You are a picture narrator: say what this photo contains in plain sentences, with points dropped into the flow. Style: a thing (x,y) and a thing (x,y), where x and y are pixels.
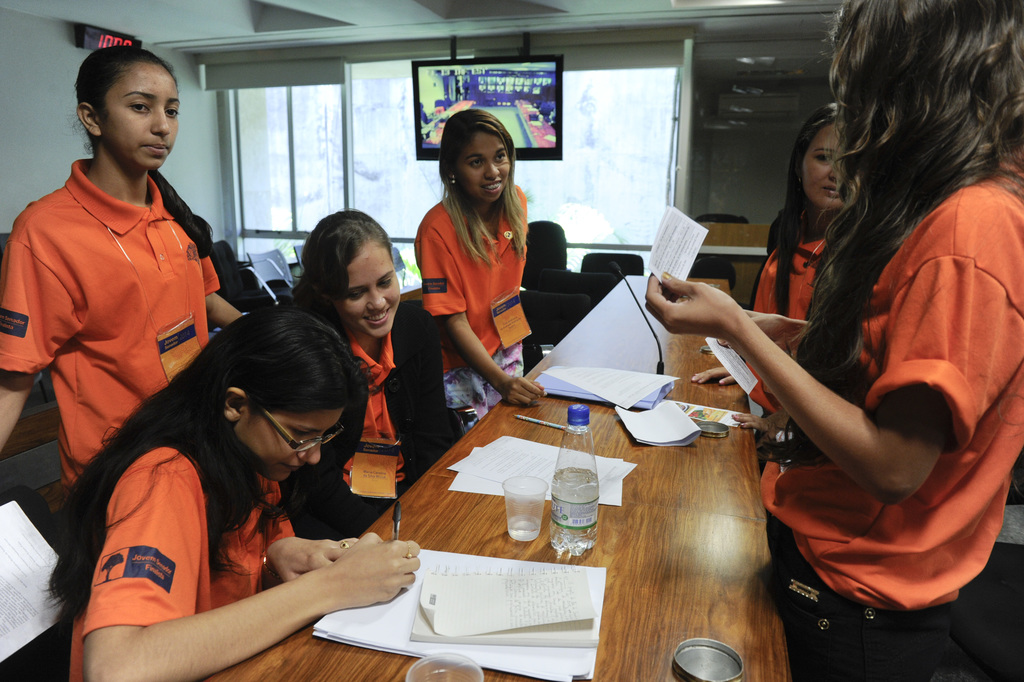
In this image i can see a number of girls (853,377) around the table (365,651) and there are some objects (568,615) and papers (386,633) and a bottle (578,513), glass (522,510) kept on the table (630,515) and there is a mike (645,316) on the table (655,518), back side of the girls (503,235) there is a screen (526,83) and there is a window (630,145) and there is display (86,40) attached to the wall (57,63) on the left side (97,46).
